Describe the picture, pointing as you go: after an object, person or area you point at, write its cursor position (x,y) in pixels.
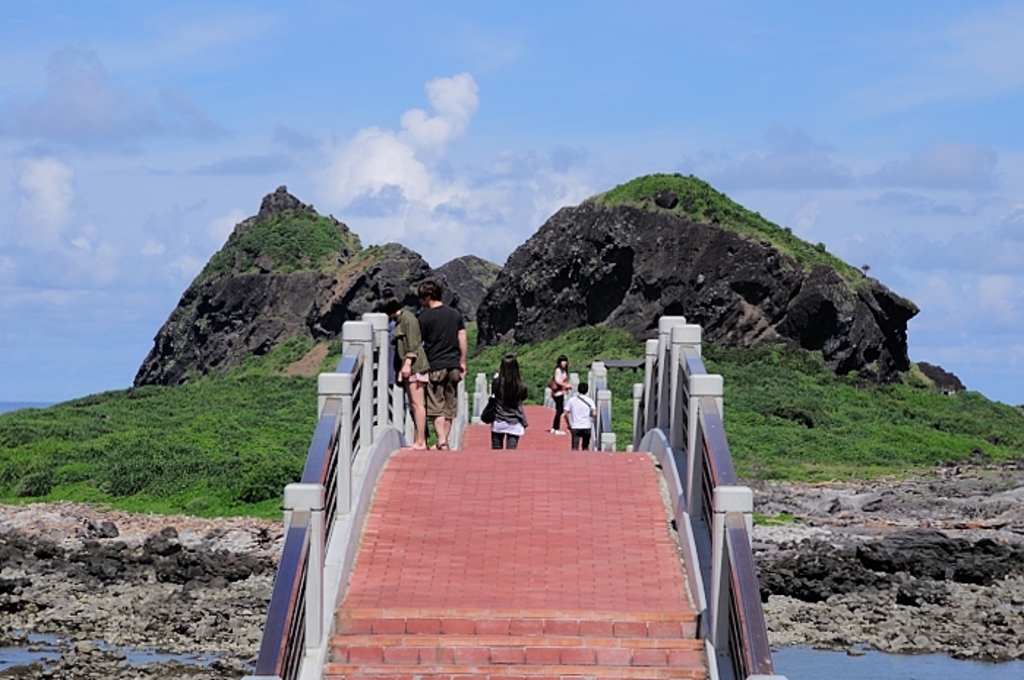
In this image, we can see people (575,438) standing on the bridge (486,465) and we can see stairs (574,618). In the background (400,249), there are hills (714,267). At the bottom (819,662), there is water (870,658) and at the top (480,94), there are clouds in the sky (551,107).
